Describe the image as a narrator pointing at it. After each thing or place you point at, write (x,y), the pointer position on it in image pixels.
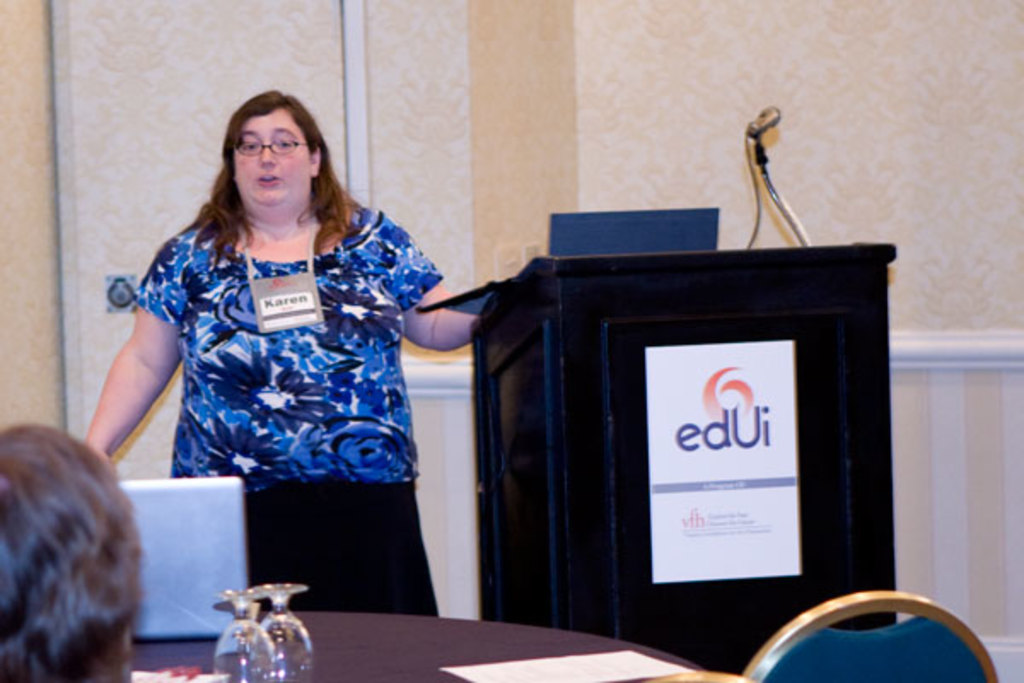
In this image we can see a woman (315,494) wearing blue color dress (303,415) standing beside the wooden podium (528,401) which is in black color on which there is microphone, in the foreground of the image (351,625) there is a table (345,630) on which there are some glasses (253,676), laptop (159,553) and in the background of the image (484,50) there is a wall (85,8).
